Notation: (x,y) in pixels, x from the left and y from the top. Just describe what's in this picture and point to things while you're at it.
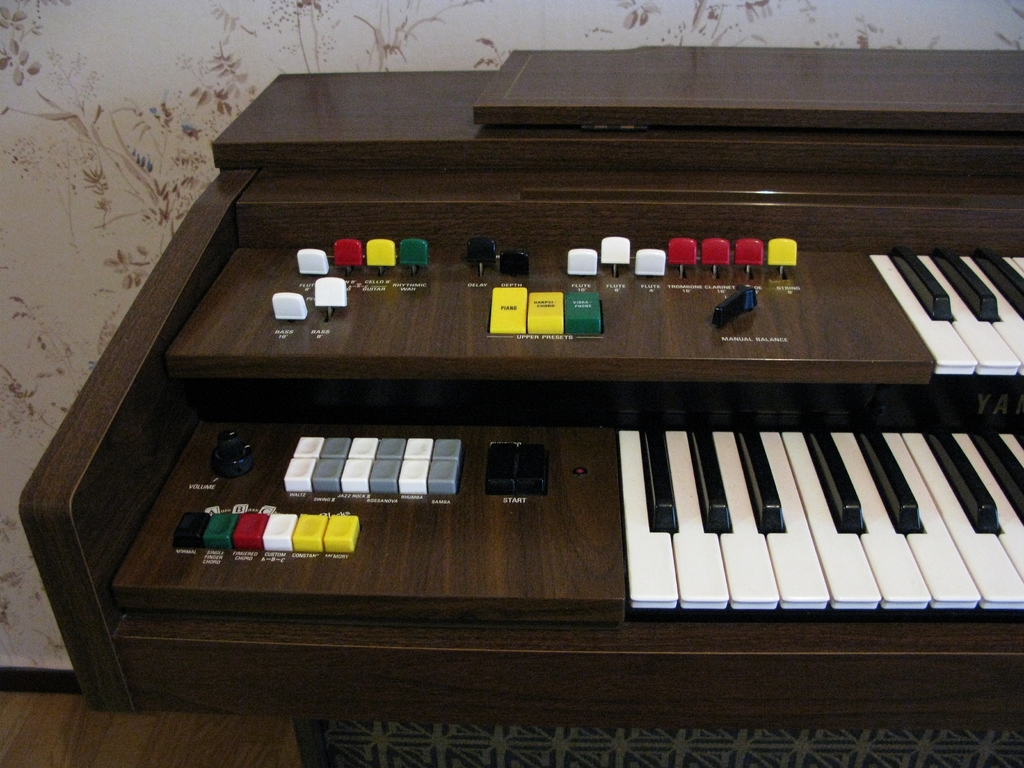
This is the picture of a piano (573,502) where we have the buttons (600,324) of different colors like white, black, yellow, ash, red and green in color.
